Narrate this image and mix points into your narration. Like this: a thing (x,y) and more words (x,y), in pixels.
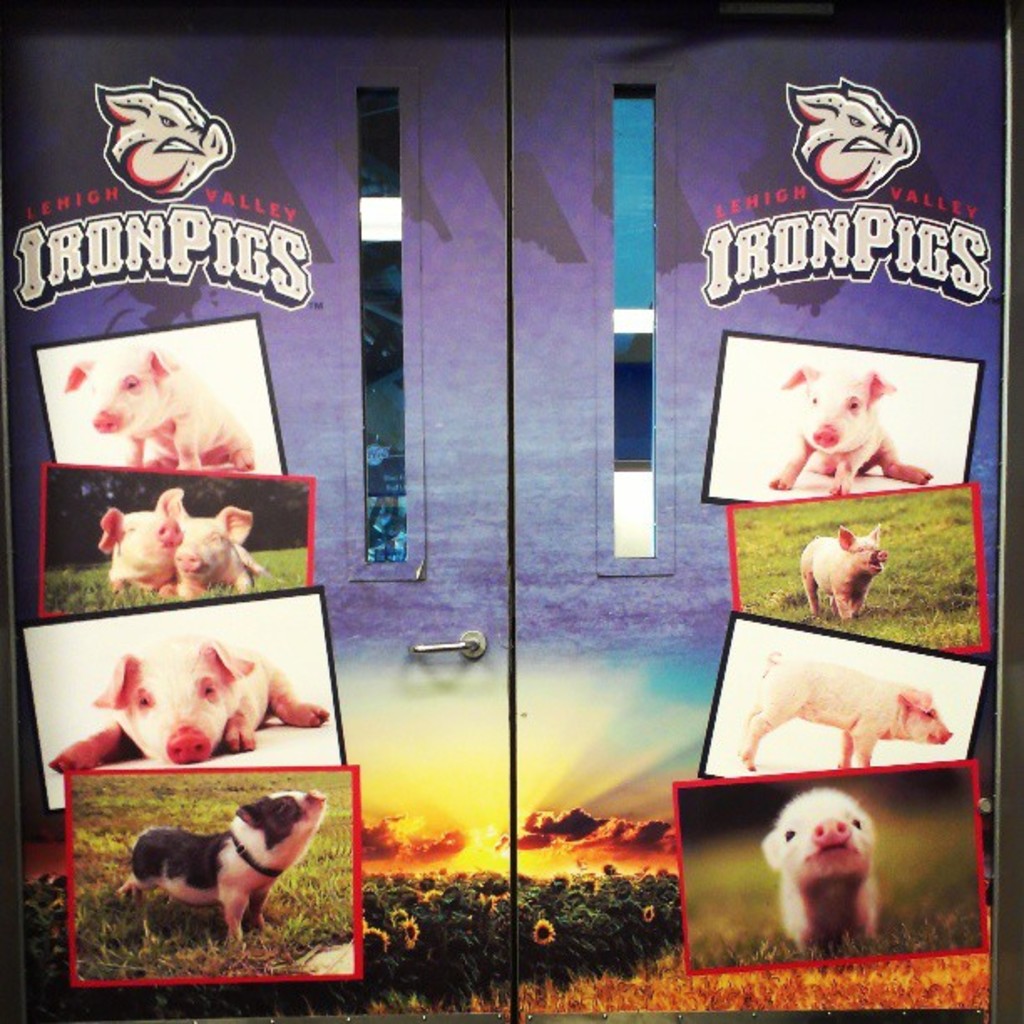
In this image we can see a board (349,695) of a cupboard (393,617) with a handle (428,650). On the cupboard (407,539) we can see some pictures (289,732) of a pig (289,719).
